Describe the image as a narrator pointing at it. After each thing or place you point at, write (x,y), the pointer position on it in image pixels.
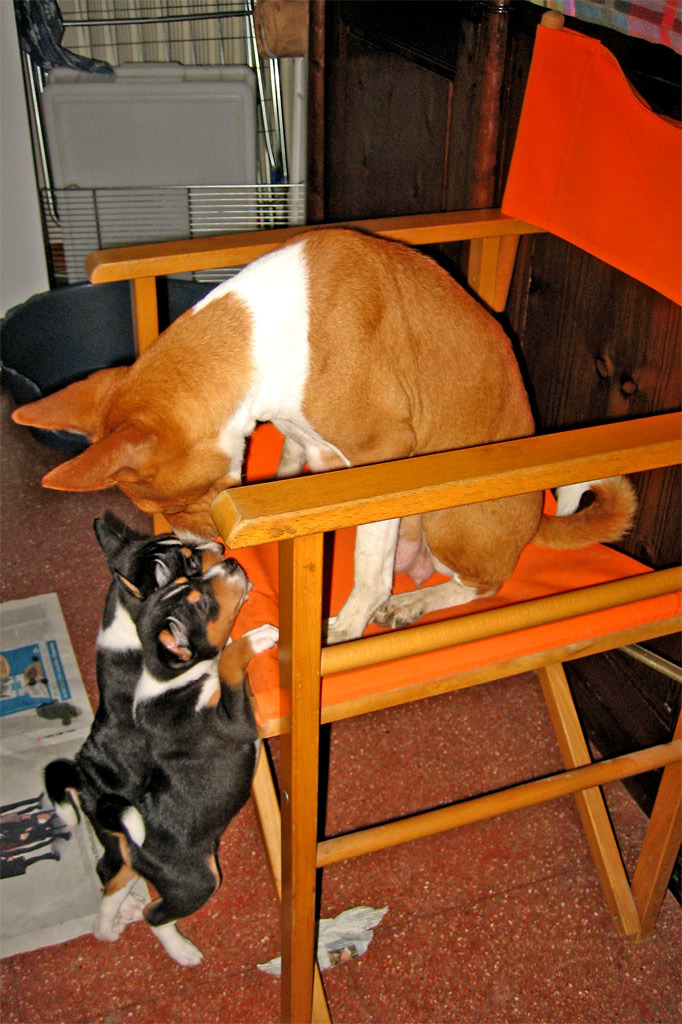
This image is clicked inside the room (452,15). It has a chair (661,785), three dogs (129,417), two of them are black and one is brown. There is a newspaper (16,711) on the left side (66,826). There is a window blind (206,36) on the top (209,46).
